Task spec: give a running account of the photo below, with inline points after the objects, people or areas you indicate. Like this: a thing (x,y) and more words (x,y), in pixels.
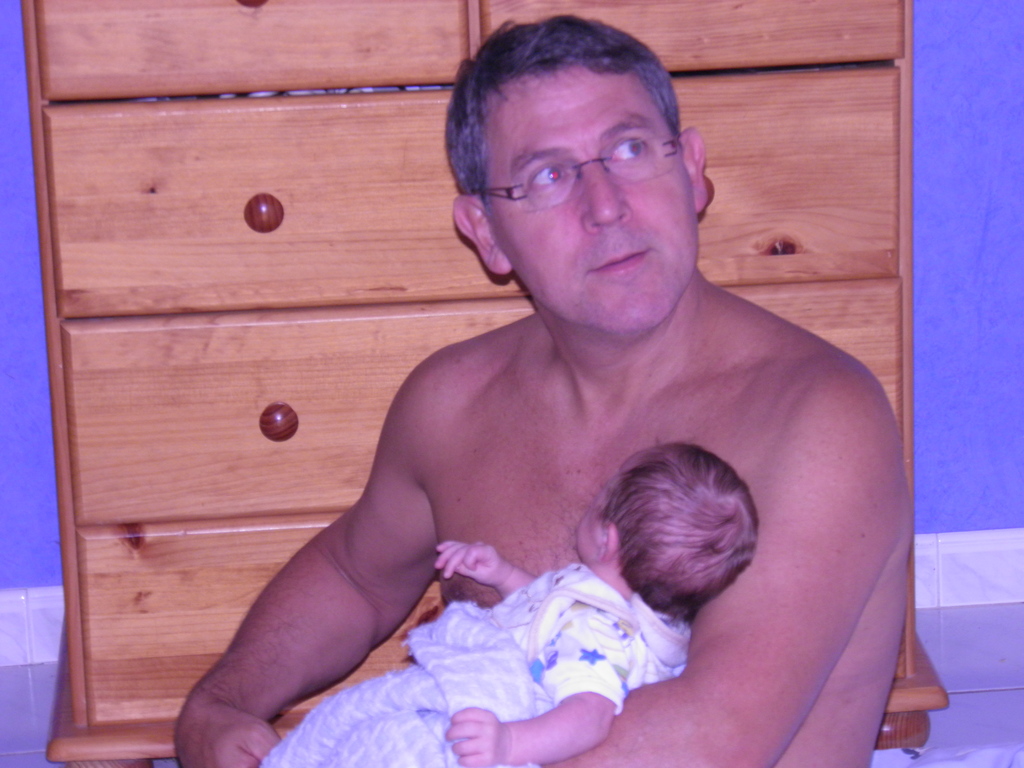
In this image I can see a person (608,351) wearing spectacles (571,185) is holding a baby (627,566) who is wearing white and blue colored dress (549,652). In the background (946,59) I can see the purple colored wall (926,268) and few wooden drawers (305,187) which are cream and brown in color.
